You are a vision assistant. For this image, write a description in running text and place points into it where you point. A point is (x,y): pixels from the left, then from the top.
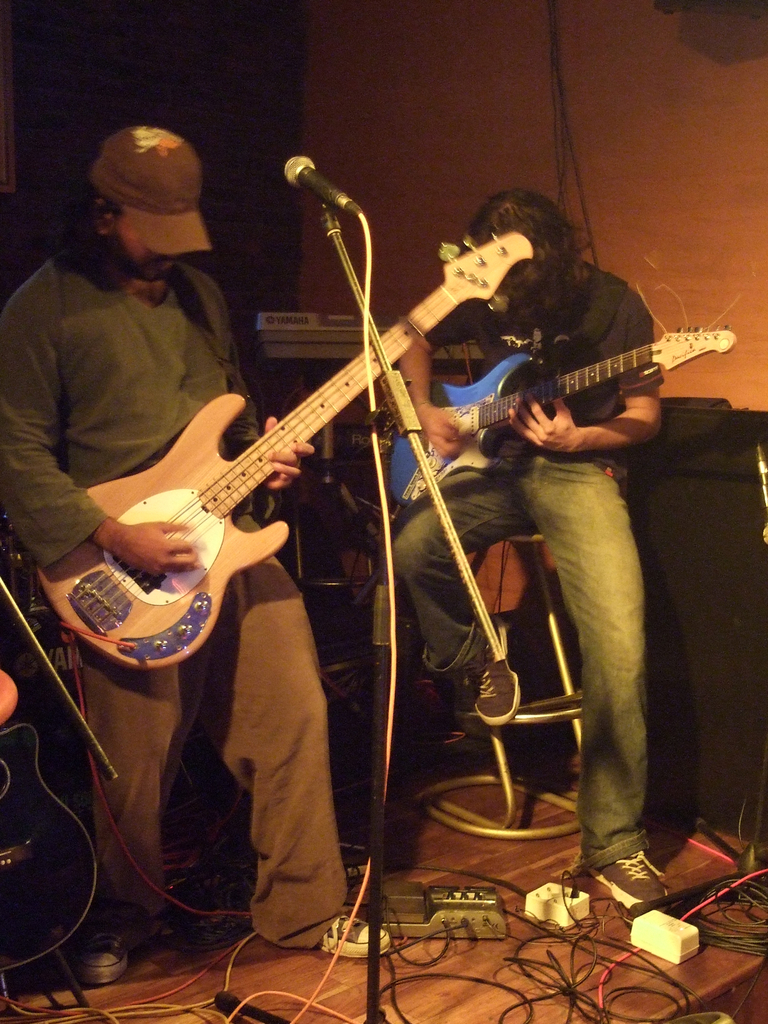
In this image there are two people (311,673). The man (277,773) standing on the left (177,603) is playing a guitar (197,532). There is a stand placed before him. On the right (574,551) there is a man (557,483) sitting and holding a guitar (495,426). In the background (335,309) there is a wall (474,107).
